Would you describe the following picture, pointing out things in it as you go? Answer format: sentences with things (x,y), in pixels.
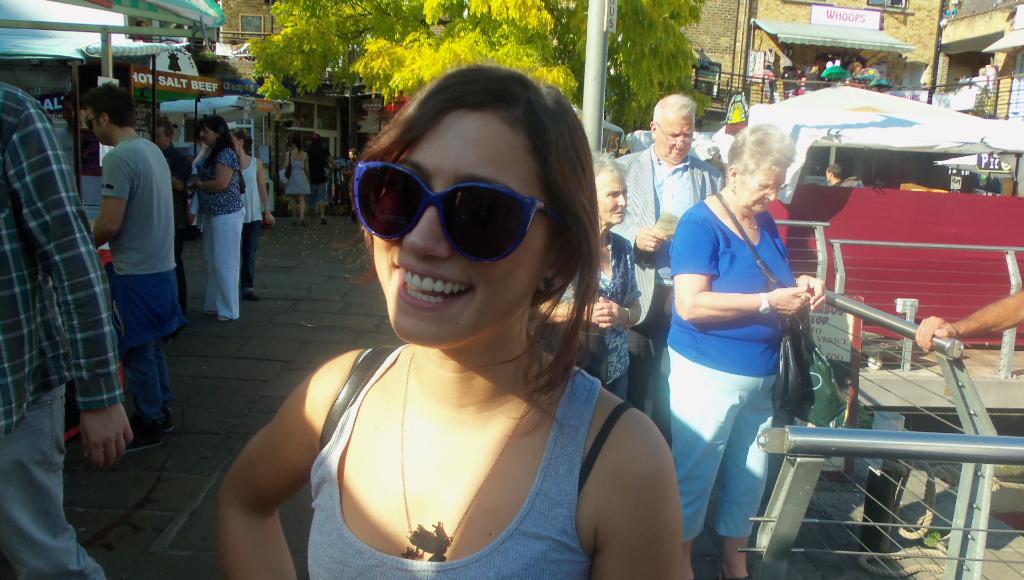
In the foreground of the image (573,339) there is a lady (507,241) wearing sunglasses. In the background of the image (309,125) there are buildings (313,112). There is a tree (319,73). There are people (130,228) on the road (346,245). To the right side of the image (885,316) there is a fencing (881,342).
